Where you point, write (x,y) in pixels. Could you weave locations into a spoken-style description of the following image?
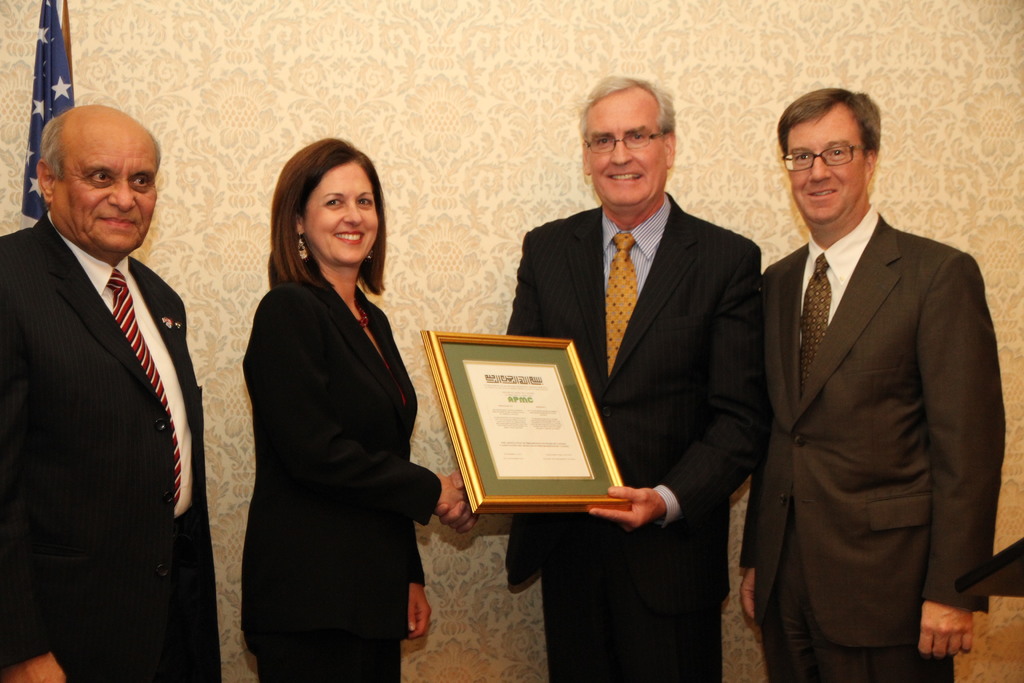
This image consists of four persons (58,304) wearing suits (81,457). In the middle (603,427), the man (645,425) and woman (393,490) are holding a frame (490,463). In the background (499,143), there is a wall (340,60). To the left (59,89), there is a flag (62,61).
